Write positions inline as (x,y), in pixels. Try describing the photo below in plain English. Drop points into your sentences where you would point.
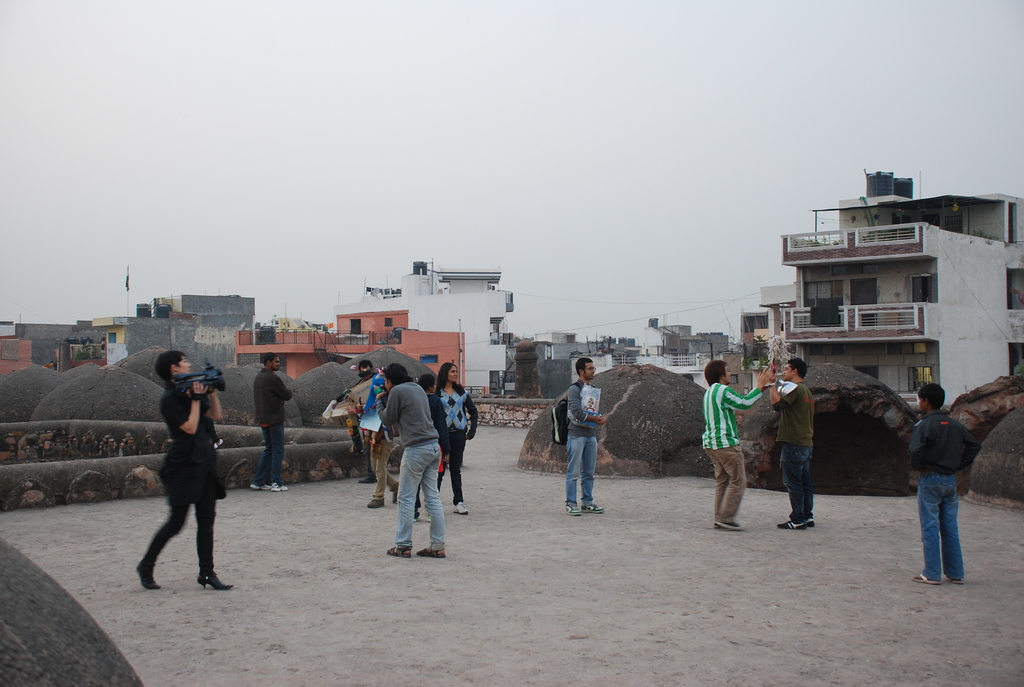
There are groups of people (450,470) standing. Here is a woman (190,412) holding a video recorder (210,378) and walking. I can see the buildings (486,318) with windows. These are the water tanks (902,191), which are at the top of the buildings (474,285). I think these are the kind of rocks (82,410).
